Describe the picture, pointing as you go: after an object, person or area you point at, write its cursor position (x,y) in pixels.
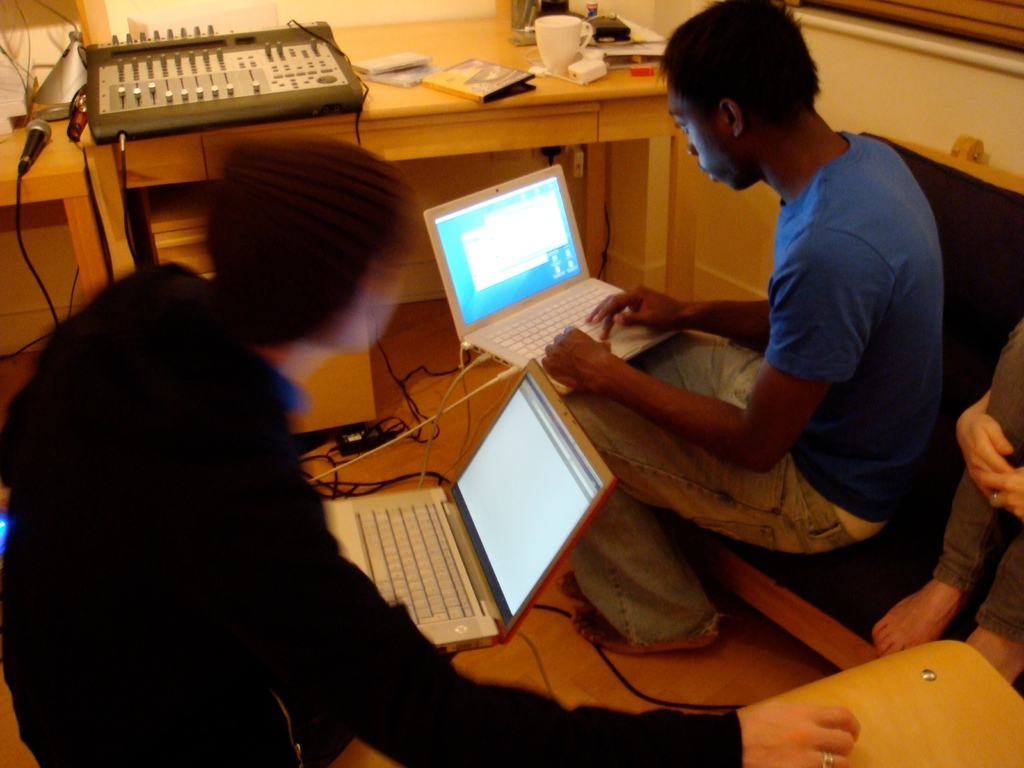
In this image there are three persons (310,673), two sitting on a sofa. In the right side (746,41) there is a man (679,62), he is wearing a blue t shirt (799,320), blue jeans (710,467) and he is working on a laptop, behind him there is another person (990,650) sitting on a sofa (908,577). Towards the left (120,664) there is a man (49,654) he is wearing a black jacket (185,544) and brown cap (360,260). In the background (290,123) there is a table (67,174). On the table (73,158) there is a machine (321,102), book (494,64), mike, cup (546,58) and etc.
